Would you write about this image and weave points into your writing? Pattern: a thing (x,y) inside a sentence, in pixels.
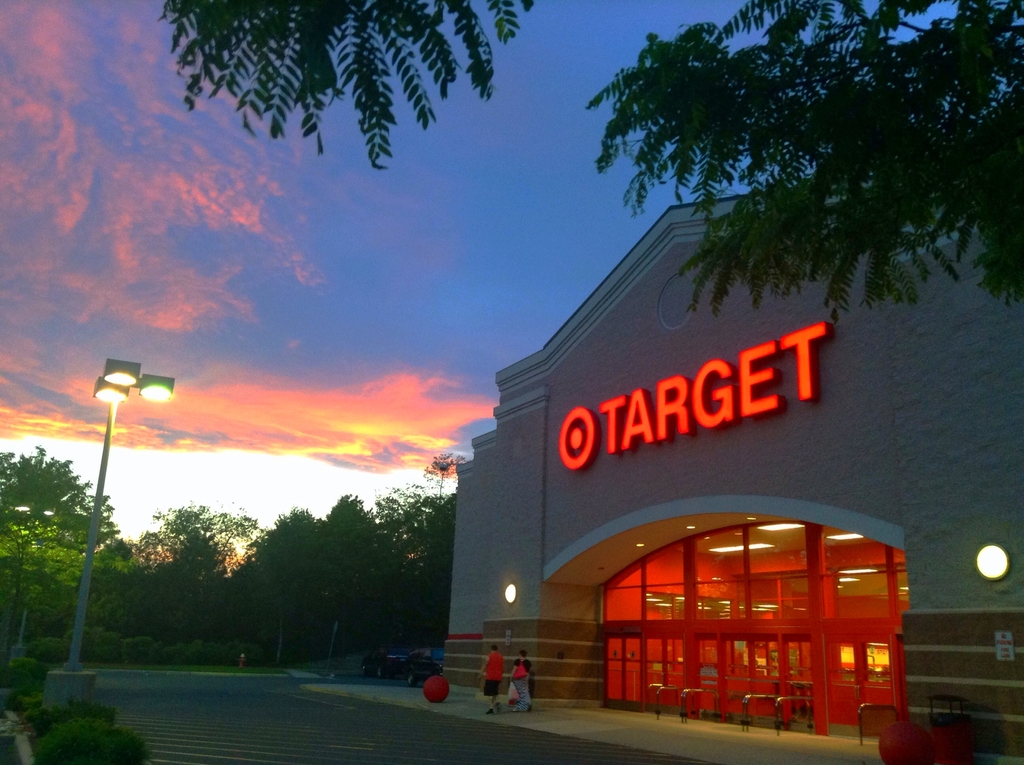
In the picture we can see a building (1007,754) with glass doors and on the top of the building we can see a name TARGET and on the opposite side of the building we can some plants (25,697), and pole (114,405) with some lights (138,384) to it and in the background (72,489) we can see full of plants (332,566) and trees (388,615).
